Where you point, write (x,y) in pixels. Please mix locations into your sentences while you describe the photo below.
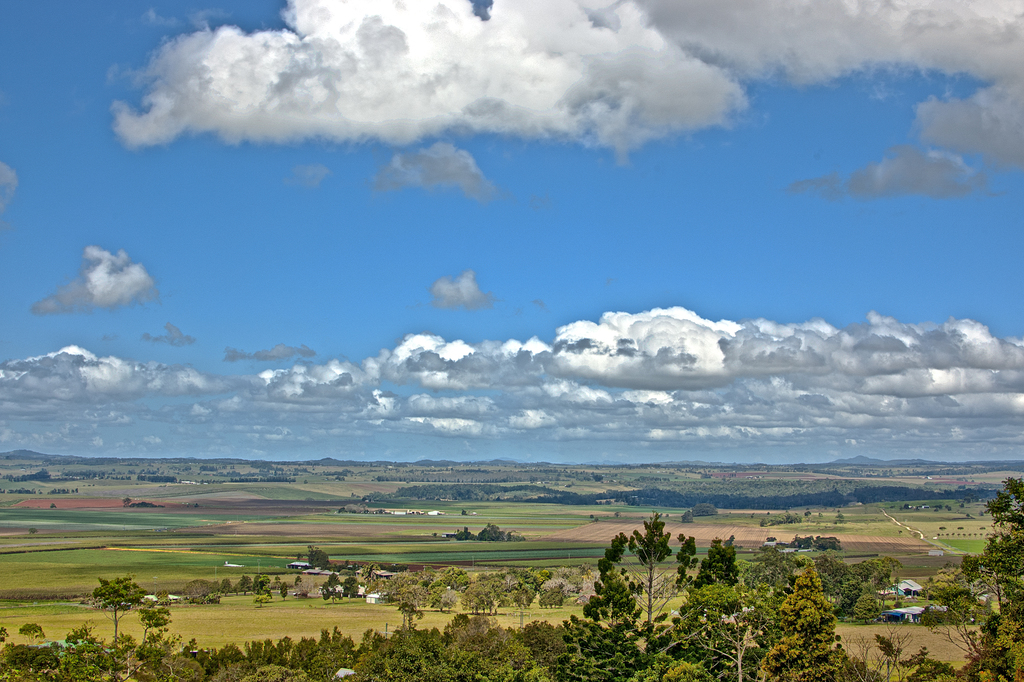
At the bottom of the image (123,606) there are trees (551,586), grass (88,584) and houses (900,608). At the top of the image (609,99) there is a cloudy sky (489,213).
